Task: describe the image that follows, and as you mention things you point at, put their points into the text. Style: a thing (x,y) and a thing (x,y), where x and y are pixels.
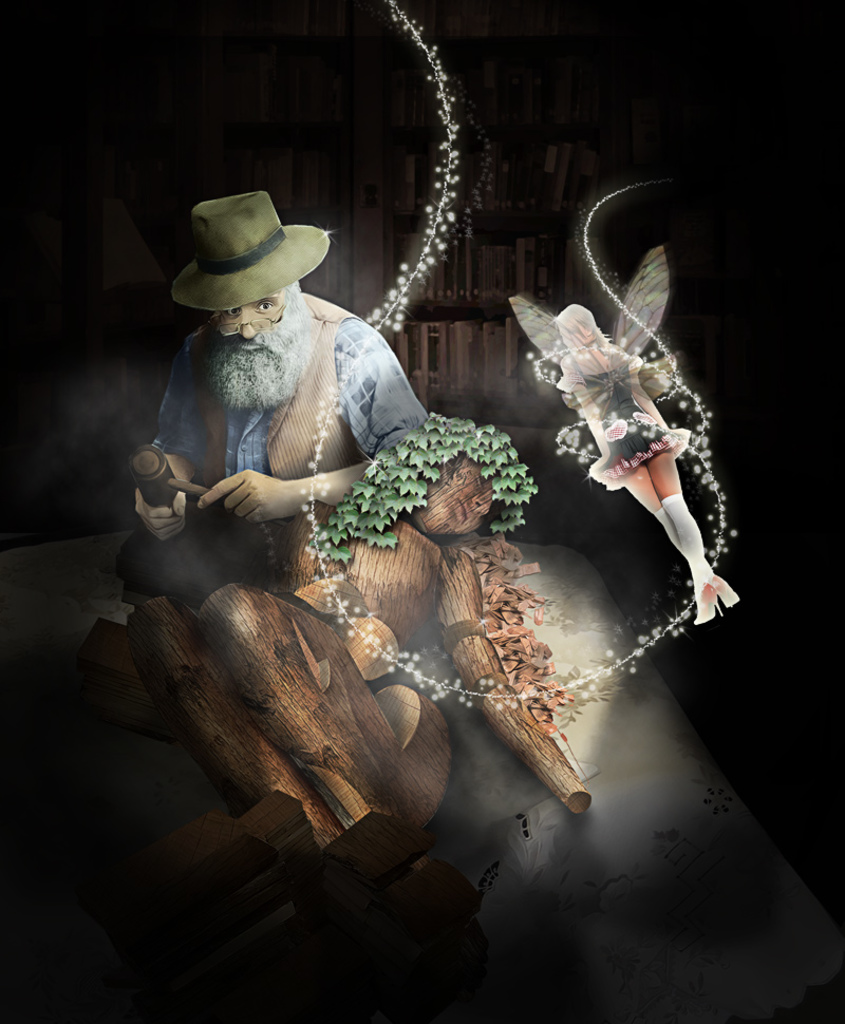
This is an animated image. We can see a person (252,204) wearing spectacles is holding some object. We can see some wooden objects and shelves (674,296) with objects (545,287).
